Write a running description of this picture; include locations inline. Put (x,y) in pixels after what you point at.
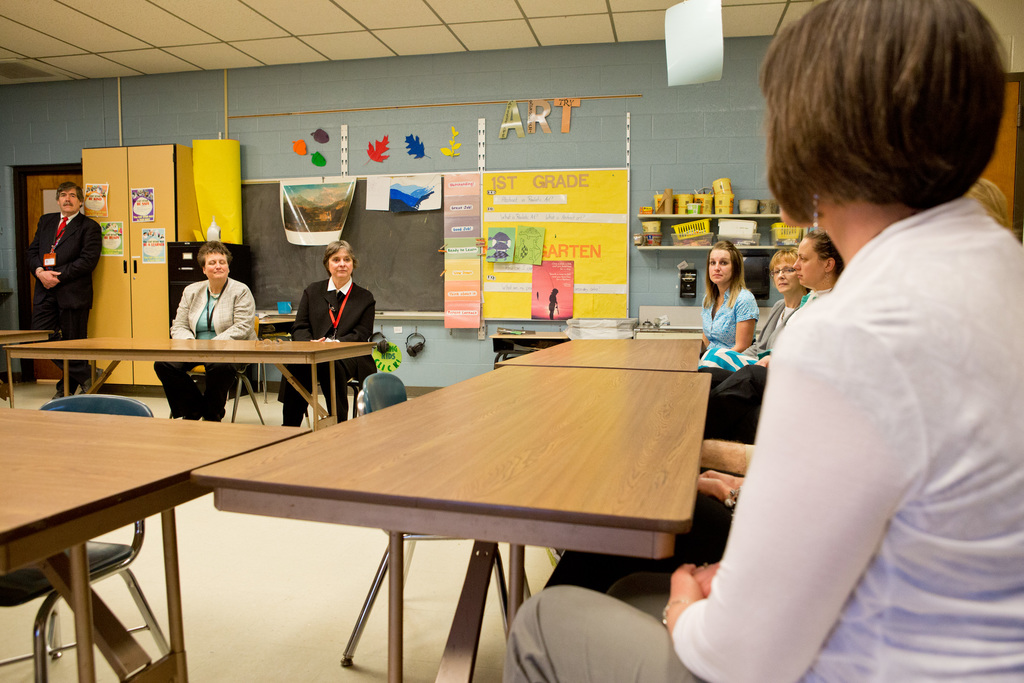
This image is clicked in a room (301,370) where there are tables (324,502) and chairs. People (988,423) are sitting on chairs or tables (554,446). There are papers (498,272) on the wall (640,297). There is a cupboard (110,300) on the left side (127,256). A person (78,201) is standing on the left side (82,304).
